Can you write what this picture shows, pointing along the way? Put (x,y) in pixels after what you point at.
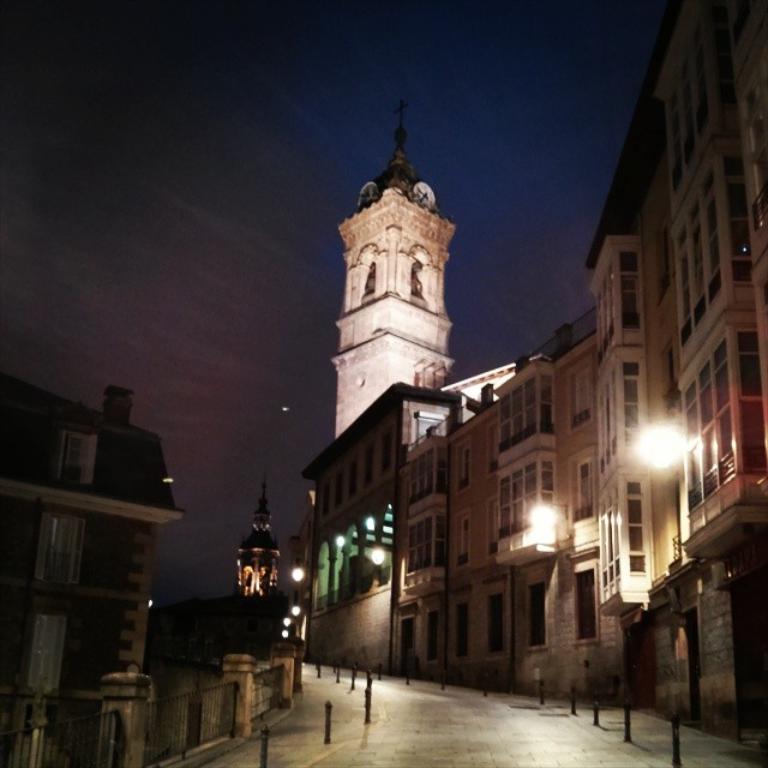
In this picture we can see metal poles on the road (443,708) and in the background (530,588) we can see buildings (485,663), lights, sky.
